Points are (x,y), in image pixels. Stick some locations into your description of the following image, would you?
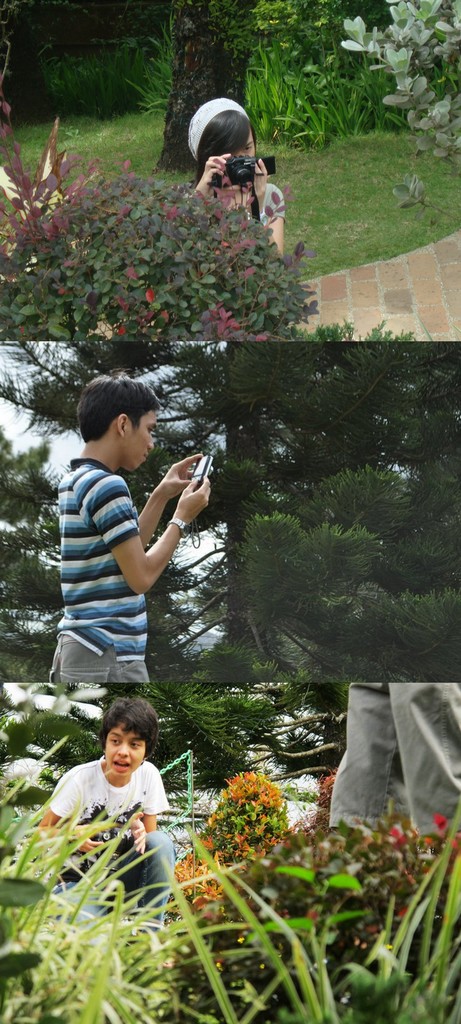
In this image I can see a collage picture and I can also see a person (87,652) standing and holding a mobile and the other person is holding a camera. I can also see few flowers (183,869) in red, yellow and orange color, background (394,489) I can see trees (45,456) in green color and the sky (18,421) is in white color.
